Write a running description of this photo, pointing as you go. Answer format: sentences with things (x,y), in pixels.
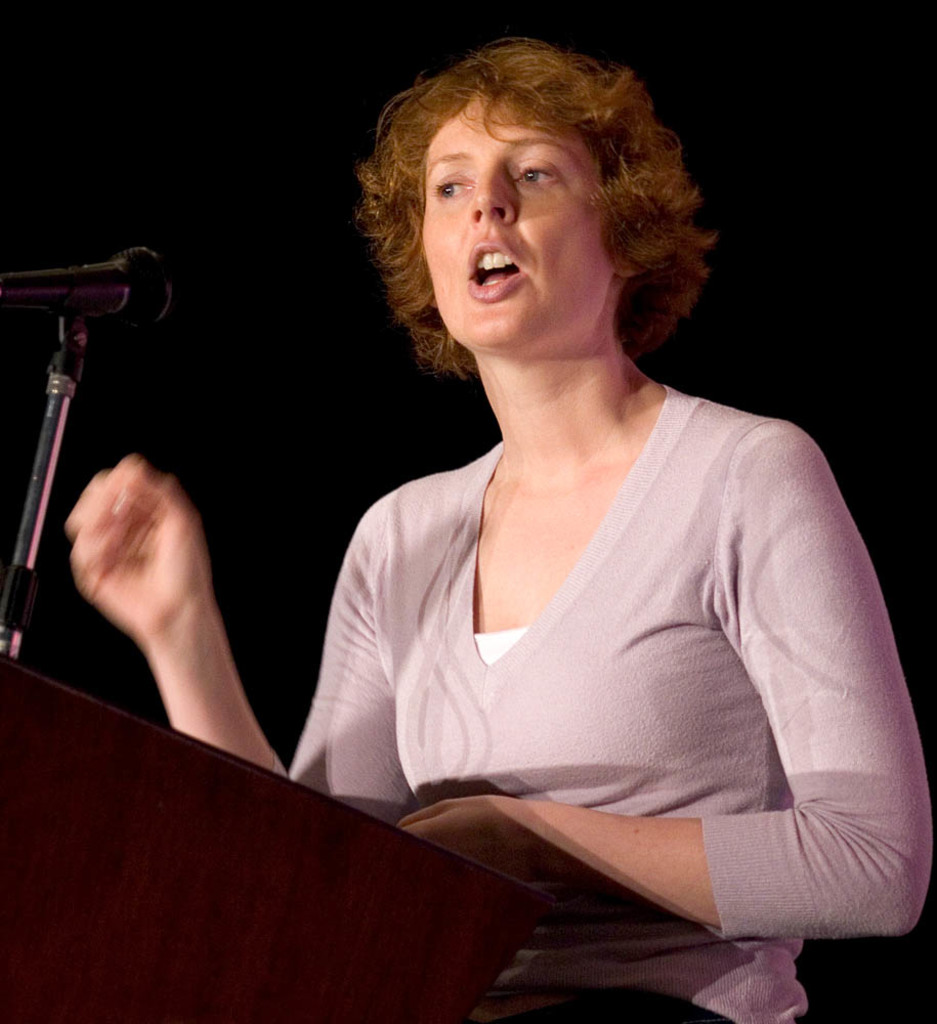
In this image there is a person (354,735) standing in front of the dais (48,718). On top of the dais (52,696) there is a mike (119,269).
